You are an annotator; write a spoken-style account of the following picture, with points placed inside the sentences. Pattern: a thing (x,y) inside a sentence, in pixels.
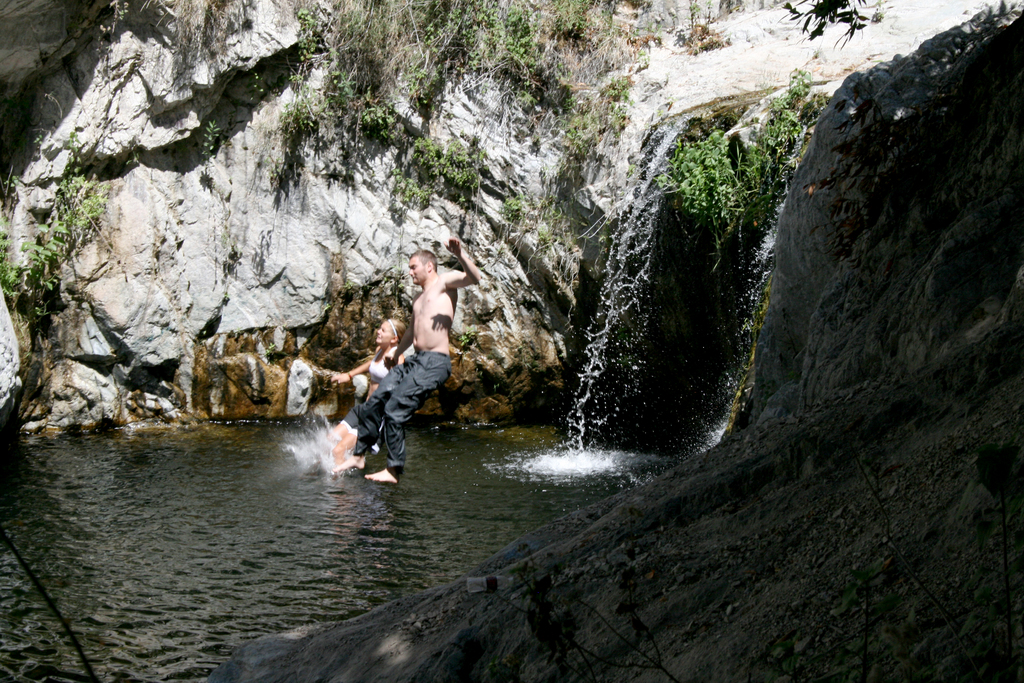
In this image, there are two persons (362,411) jumping into the water (392,506). I can see a waterfall (654,221) from a hill (903,57) and there are plants (716,181).
